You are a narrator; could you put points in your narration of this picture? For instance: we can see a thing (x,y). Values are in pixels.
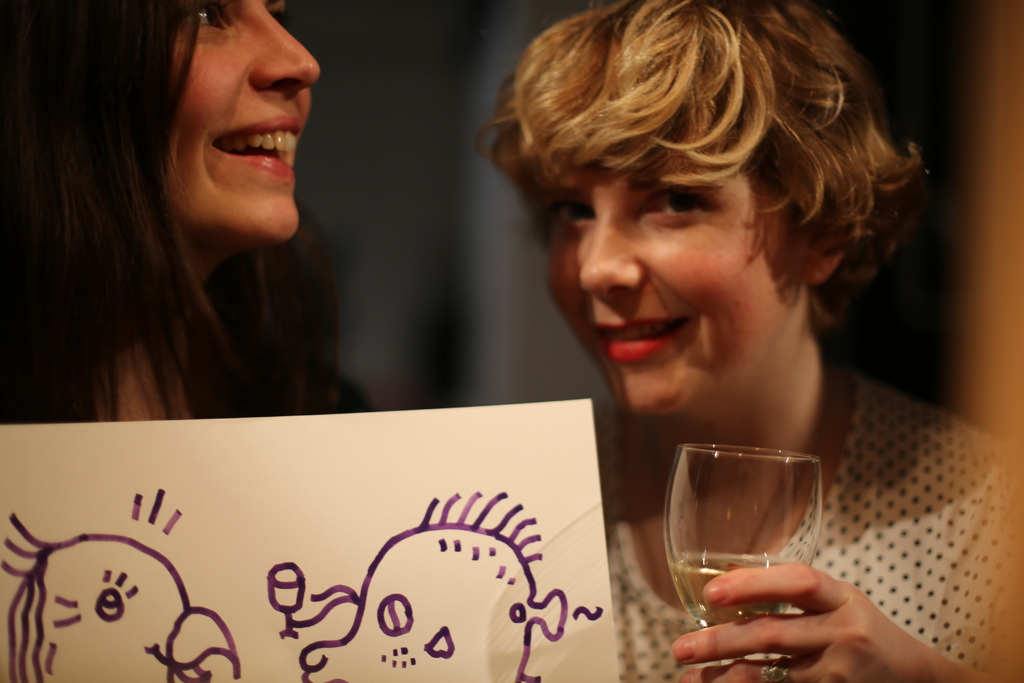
This is the picture of two persons (630,382), the woman (843,466) in white dress (880,543) holding a glass (734,611). In front of this people (780,632) there is a paper (281,546) with drawing (273,587).
